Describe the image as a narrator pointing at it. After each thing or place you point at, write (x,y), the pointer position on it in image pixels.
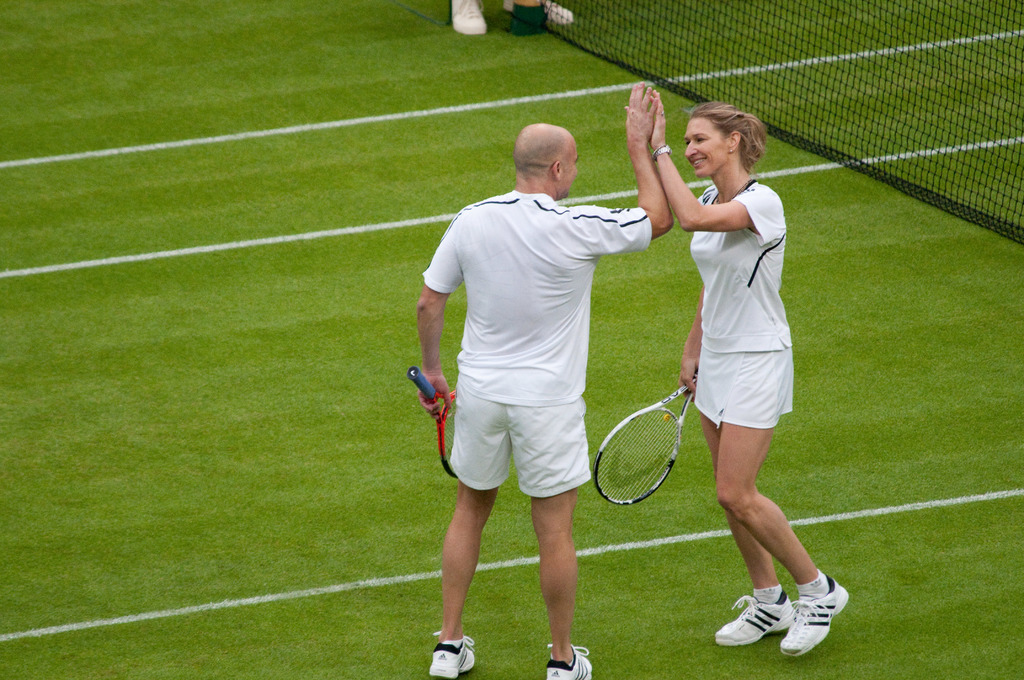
In this image i can see a man (528,375) and a woman (690,350) are standing on the ground (453,368) by holding a bat (652,417) in their hand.
